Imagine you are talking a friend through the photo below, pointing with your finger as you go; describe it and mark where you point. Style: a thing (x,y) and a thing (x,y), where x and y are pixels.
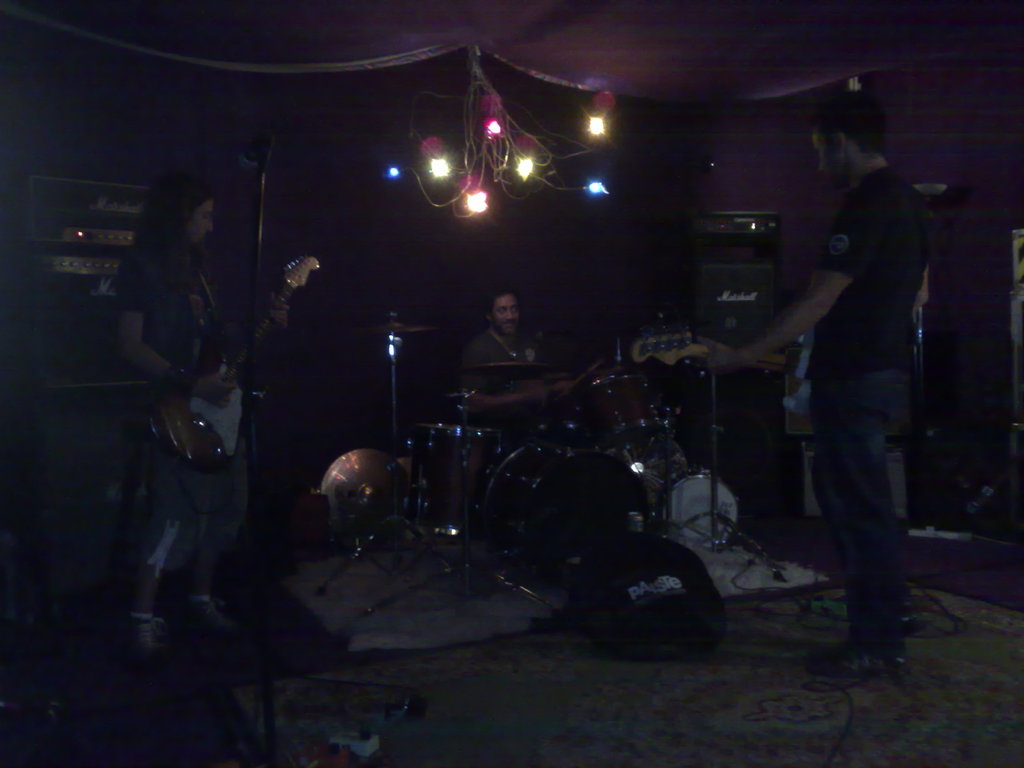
In the picture we can see a man (763,356) and a woman (159,496) are standing and playing a musical instruments (793,348) and behind them we can see a man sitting and playing a drum set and beside him we can see a music box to the stand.
